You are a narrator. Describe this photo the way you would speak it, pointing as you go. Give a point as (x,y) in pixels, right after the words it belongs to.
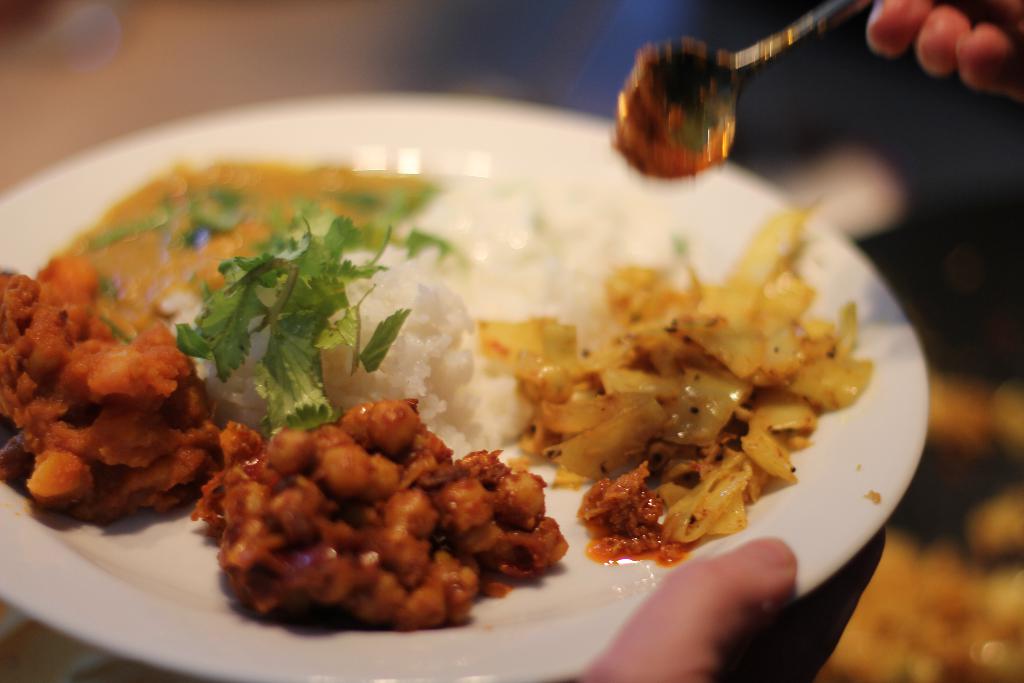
In this image, we can see a plate (386,126) contains some food (441,286). There is a spoon (700,73) and fingers (993,23) in the top right of the image (1008,86). There is a thumb (704,626) at the bottom of the image (712,609).
